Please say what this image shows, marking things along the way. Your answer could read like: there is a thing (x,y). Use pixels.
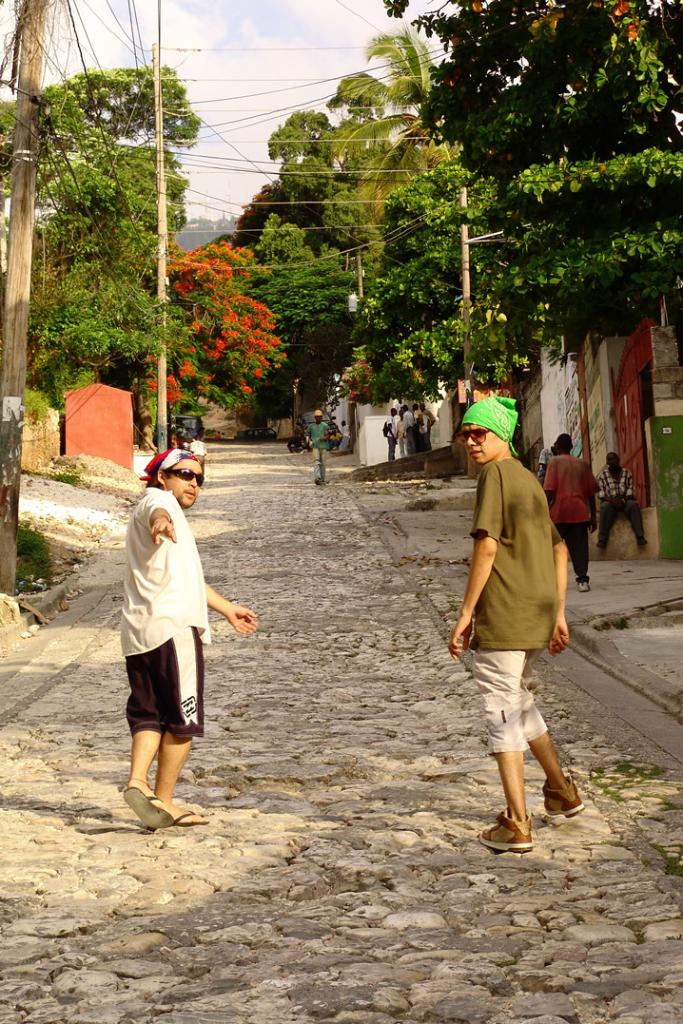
In this image, there are a few people (511,709). We can see the ground (420,762) with some rocks (337,793) and objects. We can also see a few poles (29,257) with wires (178,80). We can see some trees (81,320) and the wall (588,382). We can also see the sky (272,98).
